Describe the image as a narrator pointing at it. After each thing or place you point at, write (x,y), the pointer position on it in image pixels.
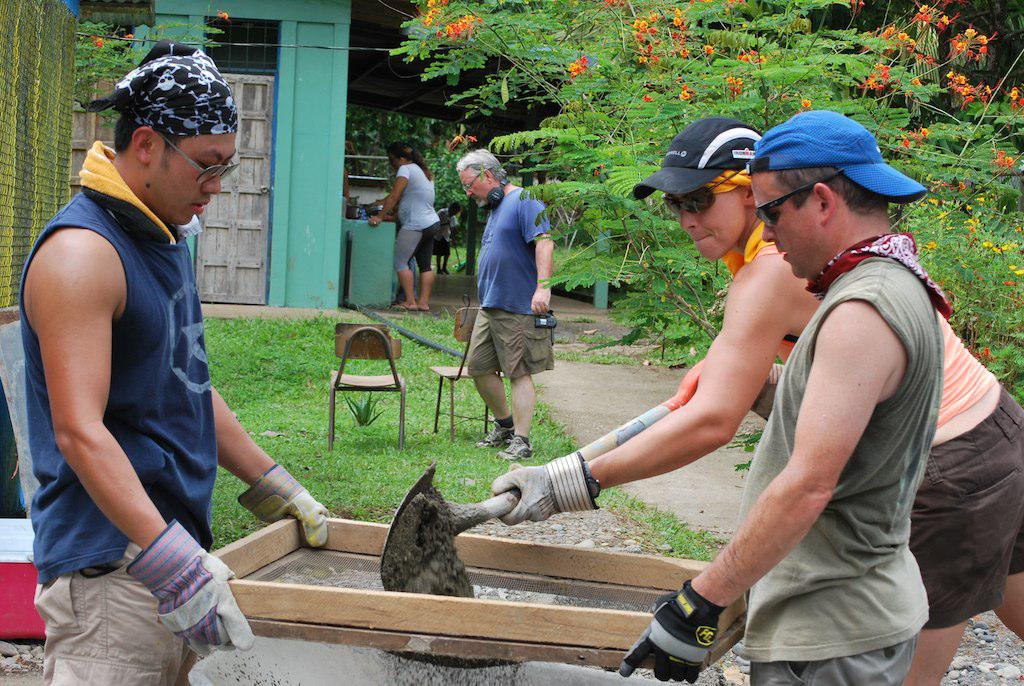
In the picture we can see a three people (858,365) standing and holding some wooden frame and they are wearing gloves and caps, behind them, we can see a grass surface (222,373) with two chairs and a person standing near to them and in the background (209,210) we can see a wall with a door (243,299) and some plants (499,85) inside it with flowers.
